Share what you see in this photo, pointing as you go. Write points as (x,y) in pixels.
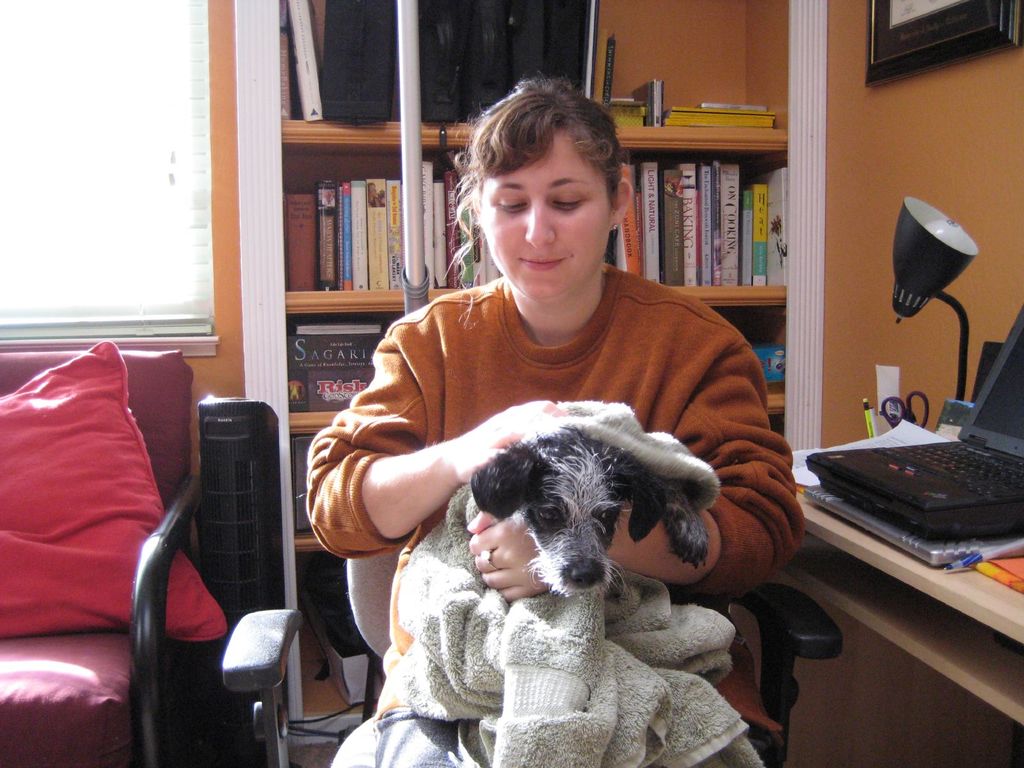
In this picture we can see woman (538,410) sitting on chair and wrapping towel (457,520) to dog (542,440) and smiling beside to her we can see laptop (893,468), lamp (941,231), scissor (909,397), papers (900,446) on table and on other side pillows (74,397) on chair (151,399) and at back of her books (323,187) in racks (377,131), pole (417,125), frame (893,38).
